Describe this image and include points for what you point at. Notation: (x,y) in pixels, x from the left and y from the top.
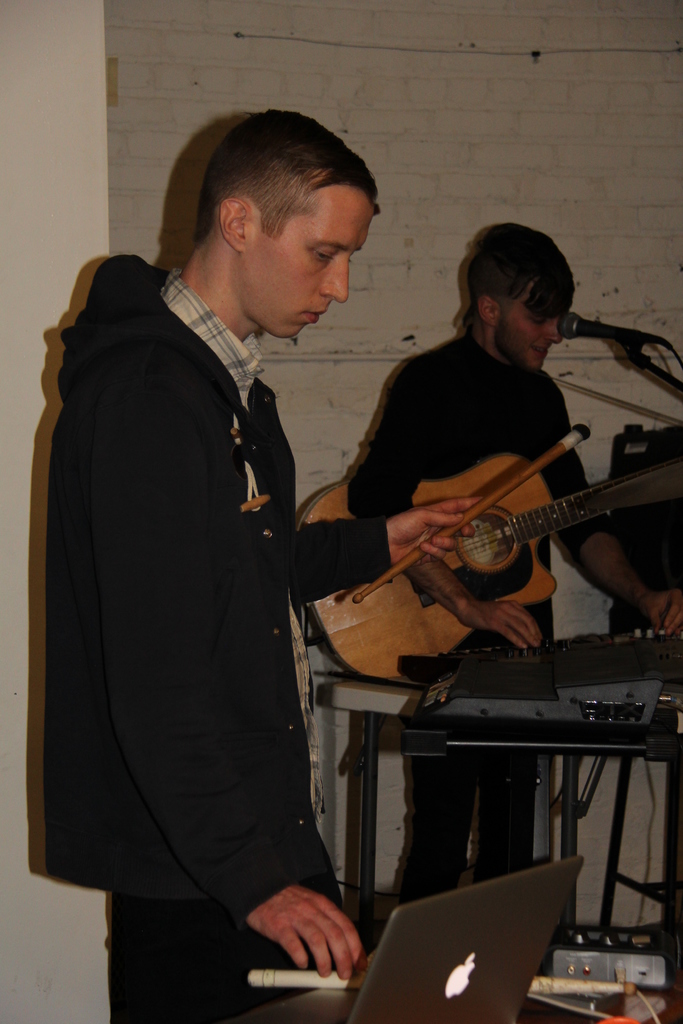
In this picture we can see two persons (329,208) standing on the floor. He is wearing guitar (503,511) and this is mike (631,345). And there is a laptop (447,945). On the background (535,114) there is a wall (512,86).
